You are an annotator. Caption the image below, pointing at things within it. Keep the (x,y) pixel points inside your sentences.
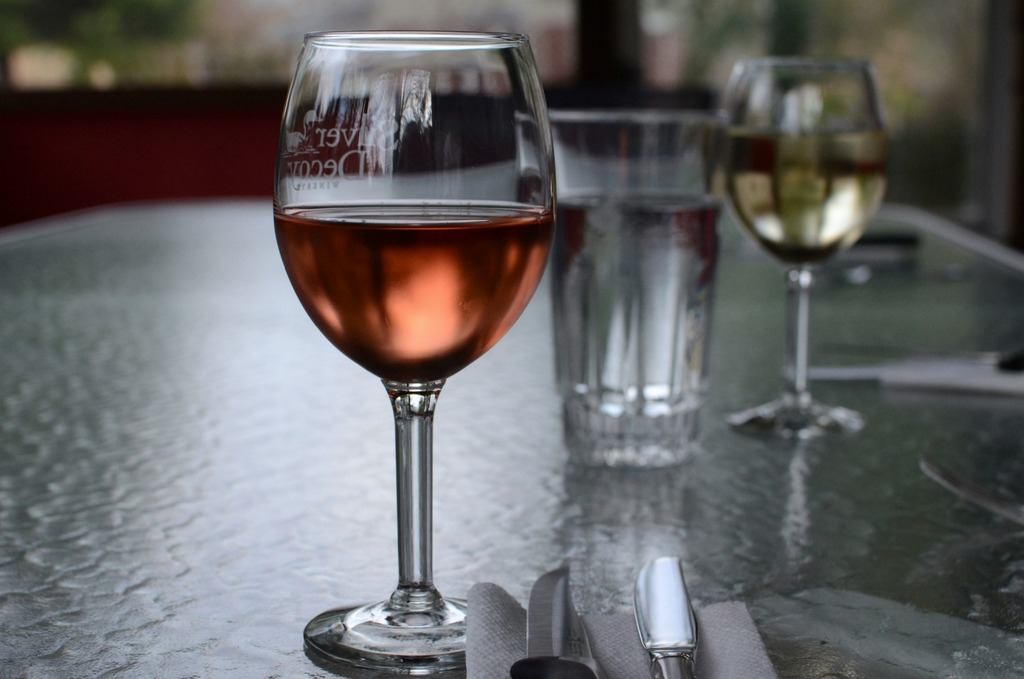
In this image I can see the black colored surface (191,404) and on it I can see 2 glasses (424,312) with liquid (396,233) in them and another glass (591,234) with water (603,308) in it, 2 utensils (549,601), a cloth (514,622) and few other objects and I can see the blurry background (739,28).
